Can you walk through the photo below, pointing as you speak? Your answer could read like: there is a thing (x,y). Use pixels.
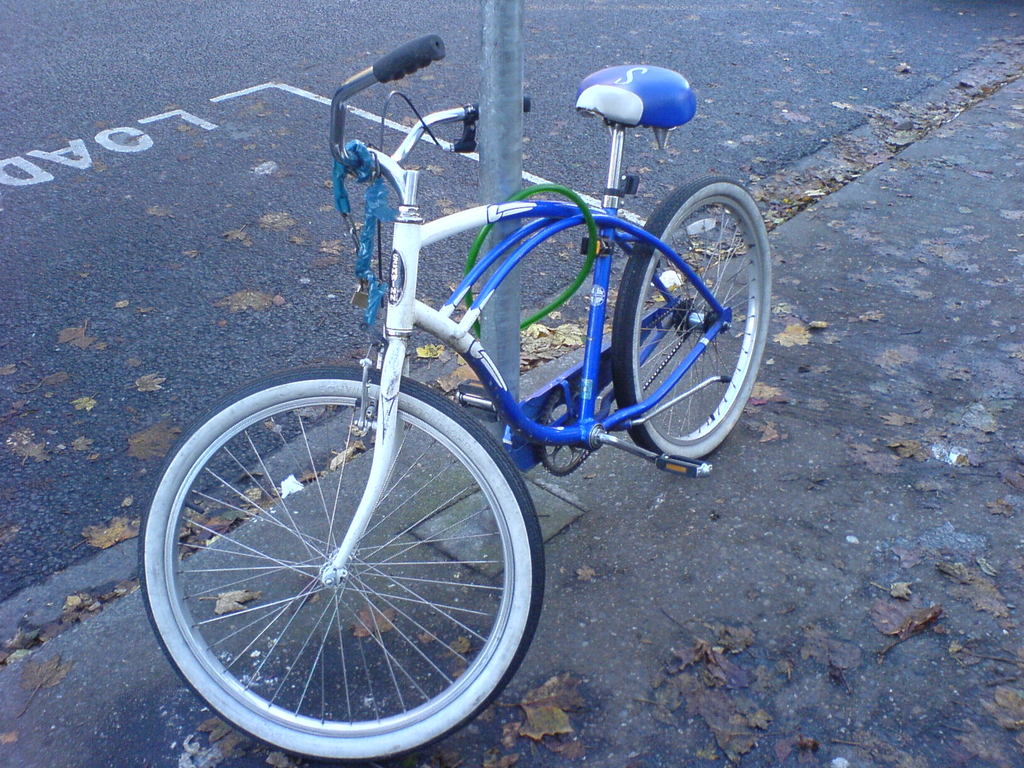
In a given image I can see a bicycle (651,219), stand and road (294,134) with some text (24,160).
